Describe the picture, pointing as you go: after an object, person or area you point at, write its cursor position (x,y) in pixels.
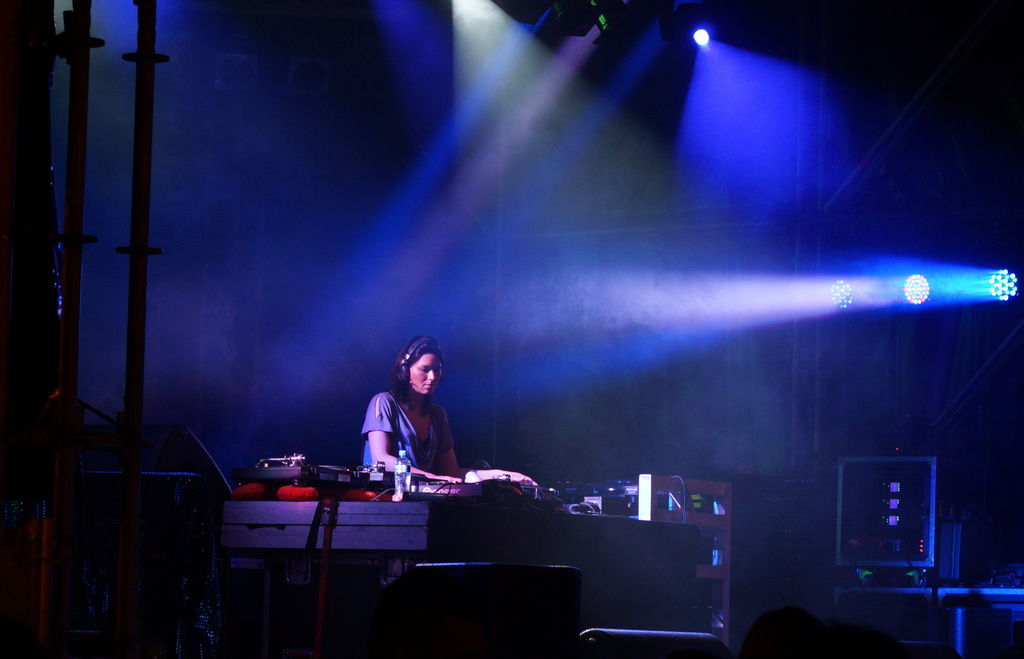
In this image I see a woman (416,424) over here and I see few equipment (413,479) over here and I see the rods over here. In the background (707,53) I see the lights (698,175) over here and it is a bit dark.
